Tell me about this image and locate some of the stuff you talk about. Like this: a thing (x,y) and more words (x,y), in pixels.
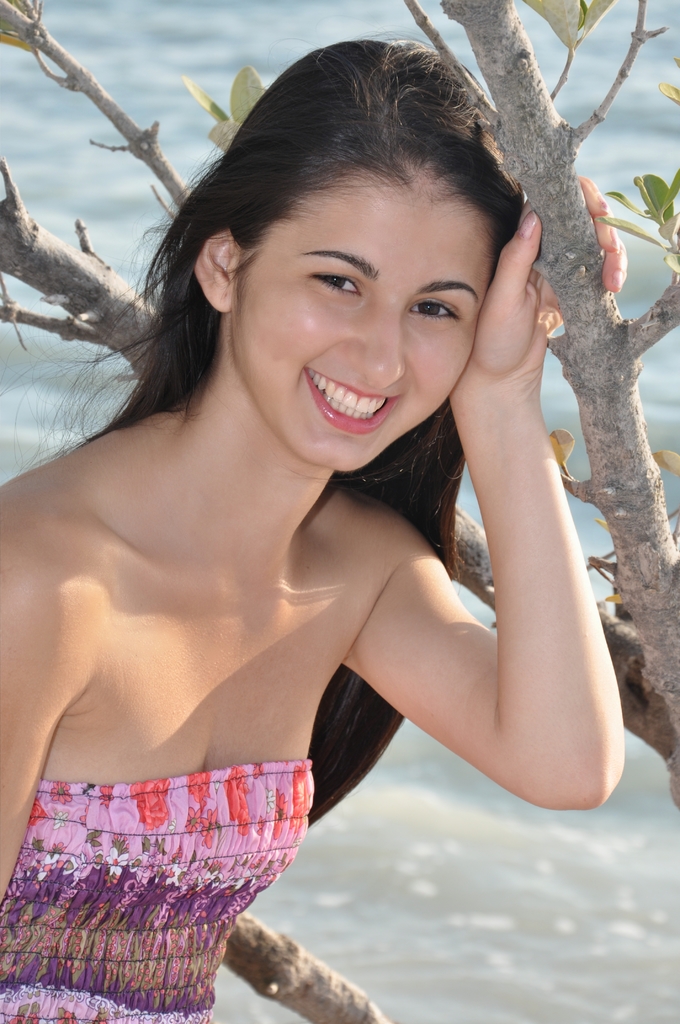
In this picture we can see a woman (389,480), she is smiling, beside to her we can see a tree (616,422) and water (539,856).
